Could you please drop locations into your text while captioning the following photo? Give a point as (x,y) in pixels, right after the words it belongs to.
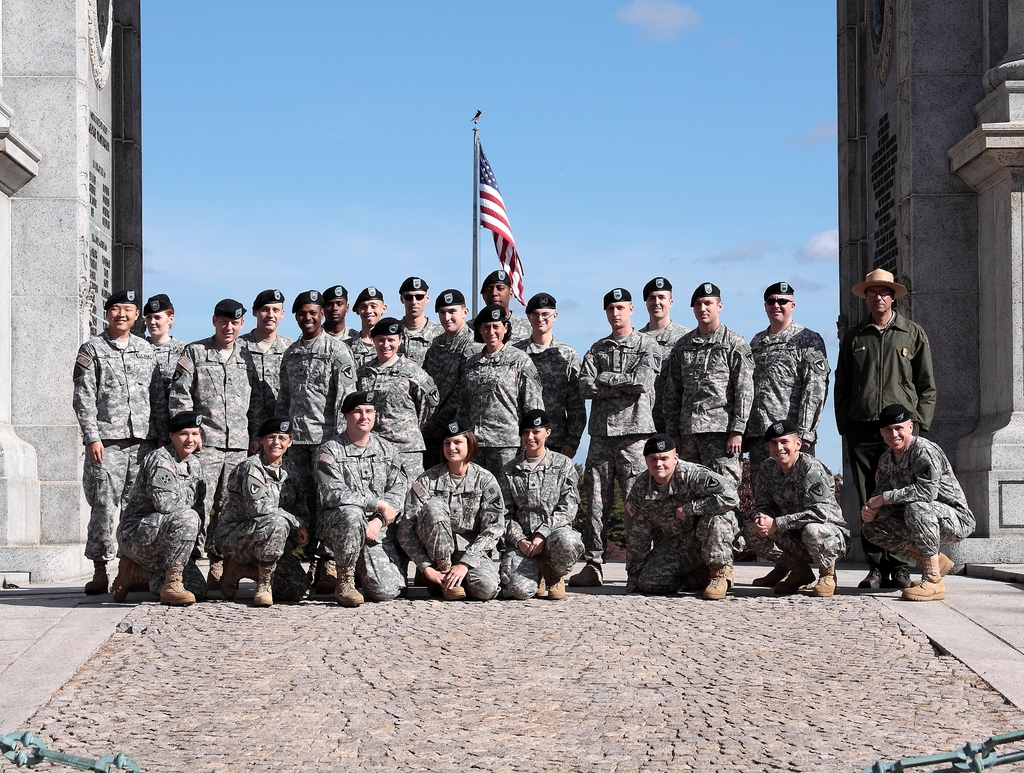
In this image we can see people (311,343). They are wearing caps (235,311). One person (876,350) is wearing hat (889,282). In the back (494,227) there is a flag (494,227) with pole (475,210). On the sides there are walls (46,206). In the background (591,125) there is sky (591,125) with clouds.
